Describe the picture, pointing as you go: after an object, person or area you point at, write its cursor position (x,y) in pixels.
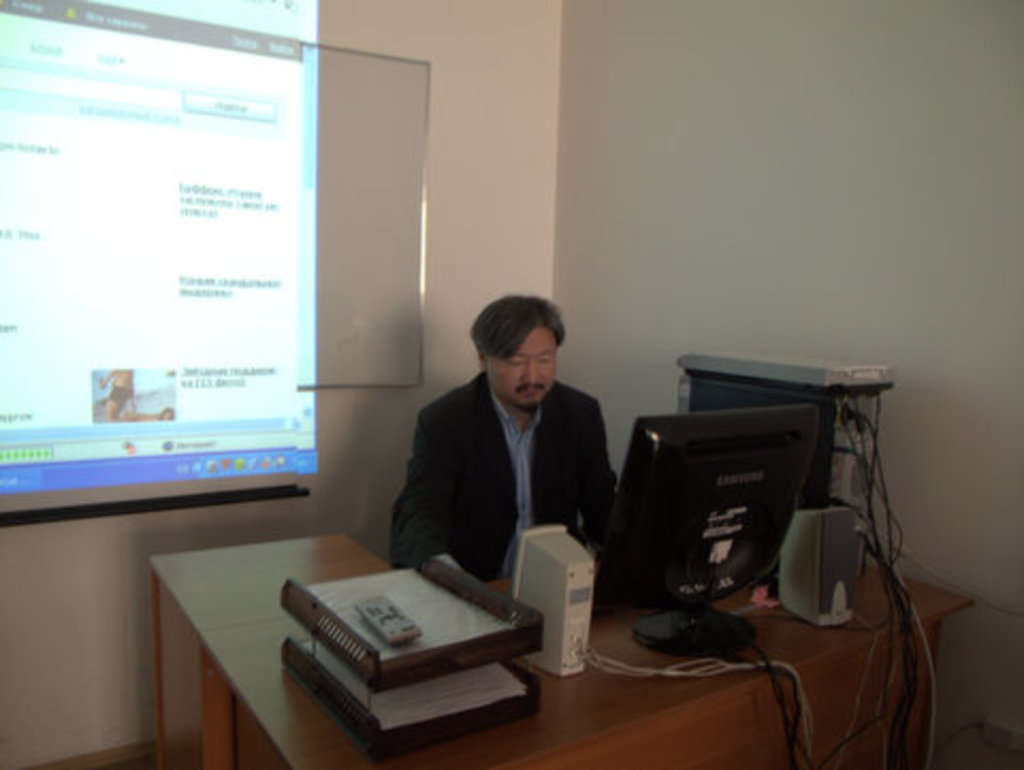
In this image I can see a man (413,496) and he is wearing a blazer (540,462). Here on this desk (226,588) I can see few papers (421,640), speakers (817,537), a monitor (721,567) and a CPU (813,477). Here I can see a whiteboard (365,112) and projector light (153,272).
